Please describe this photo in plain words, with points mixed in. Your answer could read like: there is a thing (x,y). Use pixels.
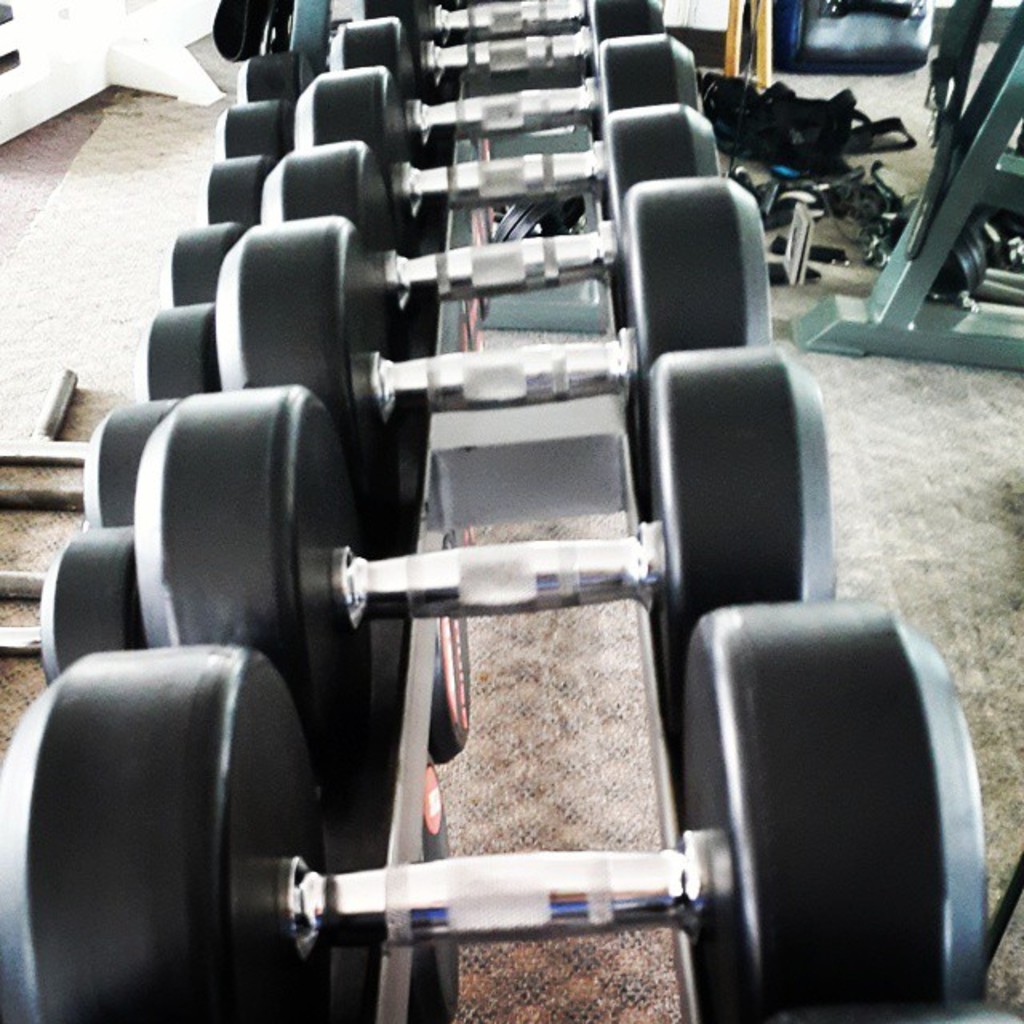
In the picture we can see inside the gym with some dumbbells (848,920) on the stand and beside it we can see other gym instruments (807,183) on the floor (107,228), the floor (928,509) is with floor mat (1008,841).
